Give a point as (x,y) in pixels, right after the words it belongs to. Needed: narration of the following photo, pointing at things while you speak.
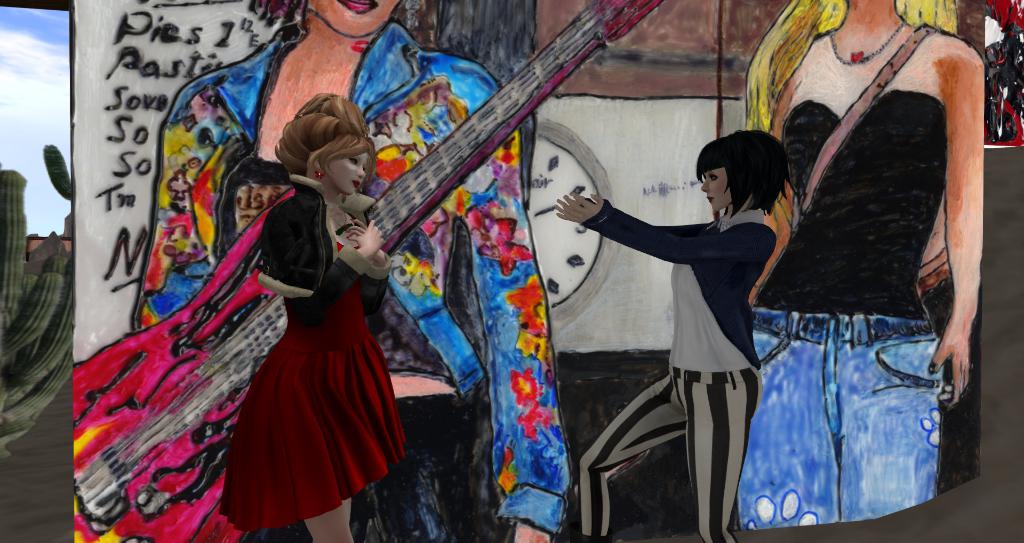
In this image, we can see an animated picture. Here we can see two women (696,406) are standing. Background (761,443) we can see paintings (402,177) on the wall (573,170). On the left side of the image (41,125), we can see plant (21,350) and sky (57,97).
